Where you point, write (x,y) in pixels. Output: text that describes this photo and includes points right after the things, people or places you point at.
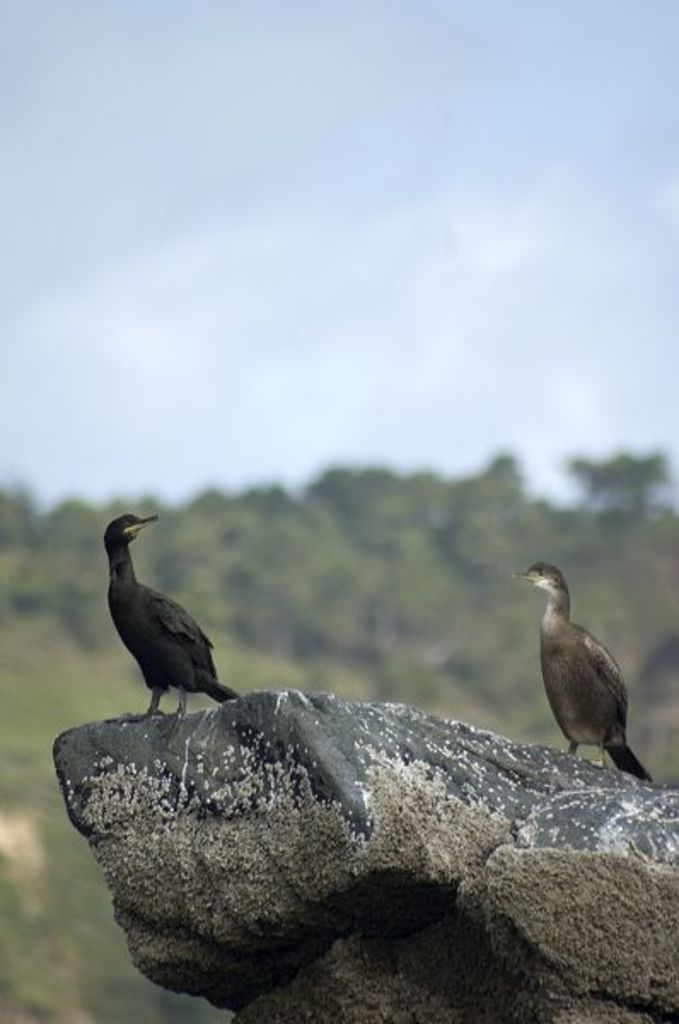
In the image in the center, we can see one stone (362,937). On the stone (471,797), we can see two birds (221,684), which are in black and brown color. In the background (275,675) we can see the sky (403,323), clouds (464,278) and trees (354,507).
